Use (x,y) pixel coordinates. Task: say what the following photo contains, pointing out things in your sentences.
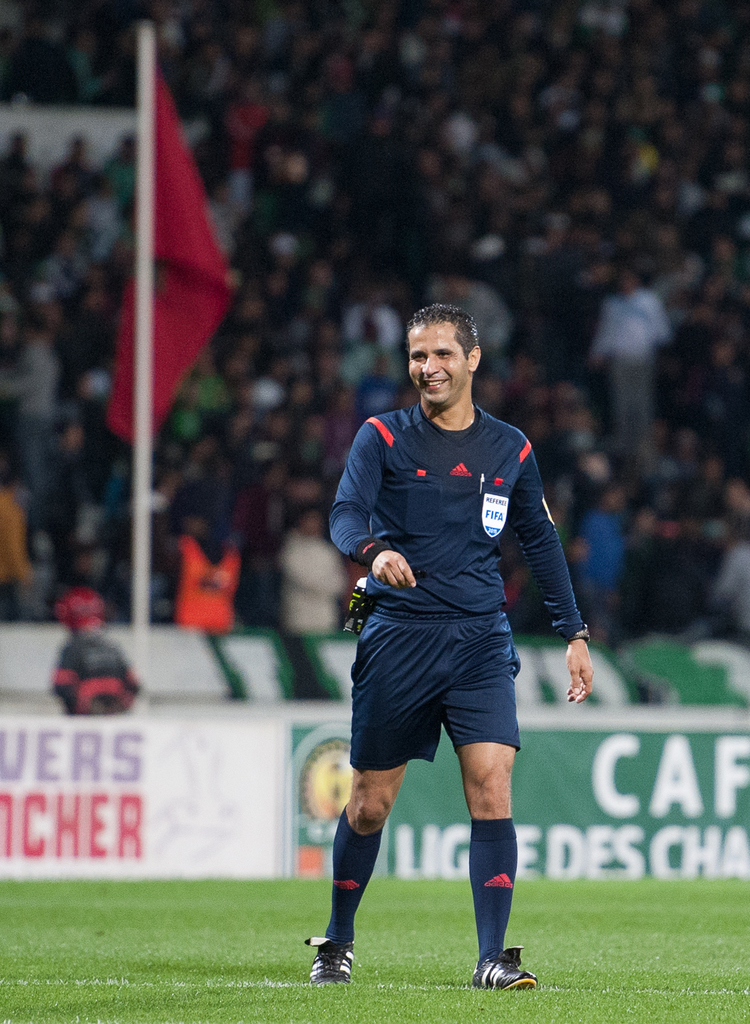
In this image I can see an open grass ground (314,905) and on it I can see a man (511,733) is standing. I can see he is wearing sports jersey (433,502), shorts (509,659), socks (364,886), black colour football shoes (326,959) and a watch (580,631). In the background (229,840) I can see few boards (179,753), a flag (164,184), number of people (268,558) and on these boards (290,753) I can see something is written. I can also see this image is little bit blurry in the background (577,453).
